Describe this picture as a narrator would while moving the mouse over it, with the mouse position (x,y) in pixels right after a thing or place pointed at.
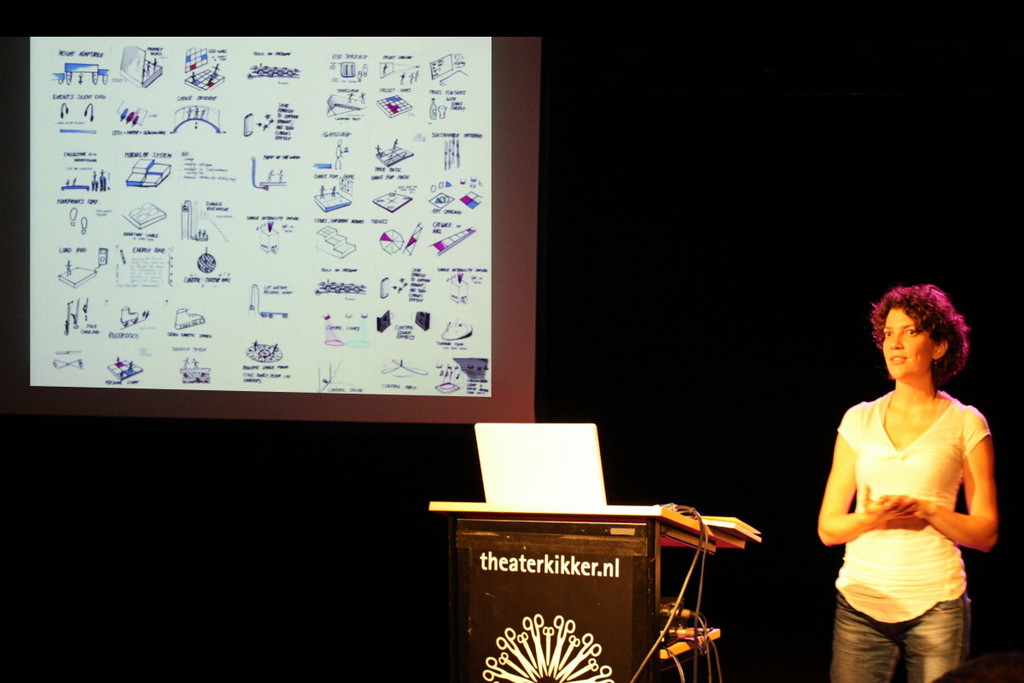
On the right side of the image (936,584), we can see a woman (909,526) is standing. Here there is a podium (616,624), few objects (682,644) and wires (699,552) we can see. Background (369,293) there is a screen (380,304). Here we can see a dark view.
